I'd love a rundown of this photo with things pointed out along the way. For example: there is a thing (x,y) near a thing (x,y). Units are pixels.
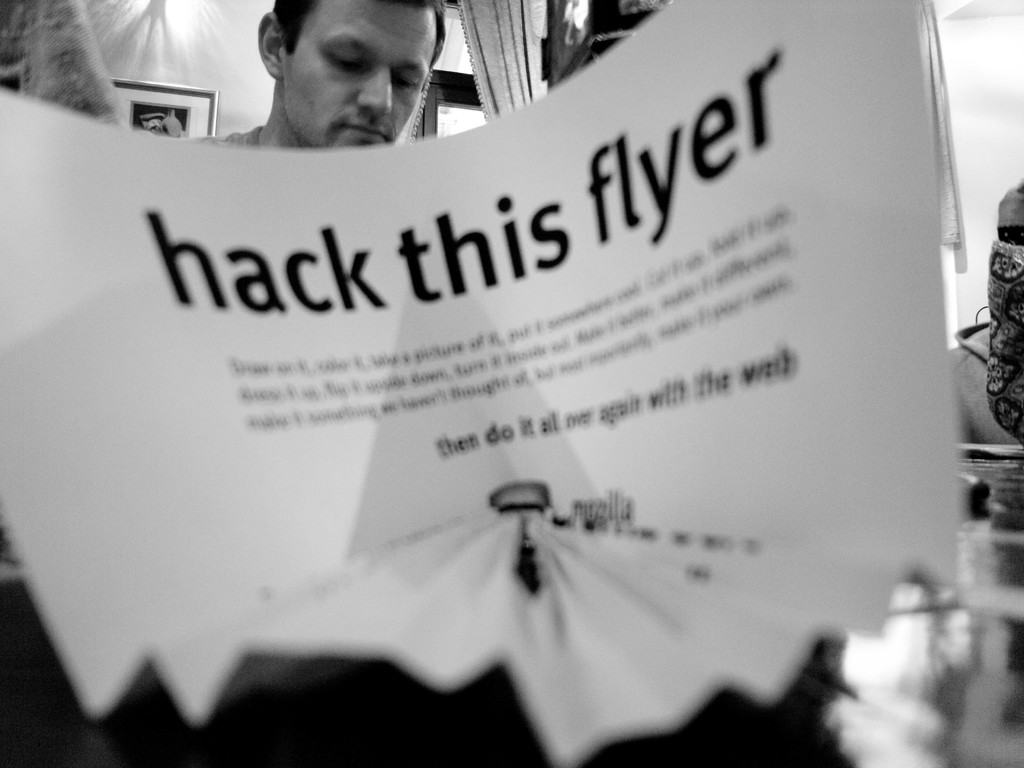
In this picture I can see a paper (541,413) with the text (445,442) on it, in the background (326,137) there is a man (296,114), on the left side (192,131) it looks like a photo frame (146,123).
